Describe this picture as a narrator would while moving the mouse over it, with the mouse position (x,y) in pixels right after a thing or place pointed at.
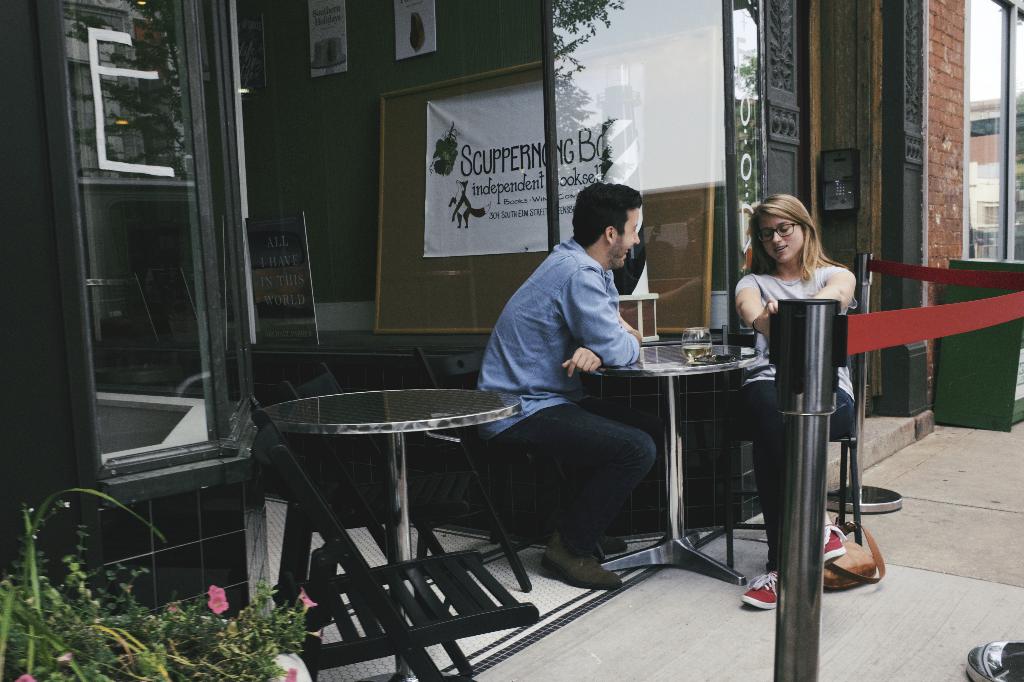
The photo is taken outside a shop (357,199). There are two tables (396,451) and few chairs (318,568). On the right side (784,280) a man (622,348) and woman (771,299) sitting around the table (600,373). On the table (610,373) there are glasses (683,336). The man (590,334) is smiling and looking at the woman (761,239). There is a barrier (807,342) around the shop (894,255). In the left bottom corner (62,627) there is a plant (127,604) with flower (216,604). The store (200,579) is having glass window (168,178). Inside the shop (461,166) there are boards (443,131) posters (412,47).
